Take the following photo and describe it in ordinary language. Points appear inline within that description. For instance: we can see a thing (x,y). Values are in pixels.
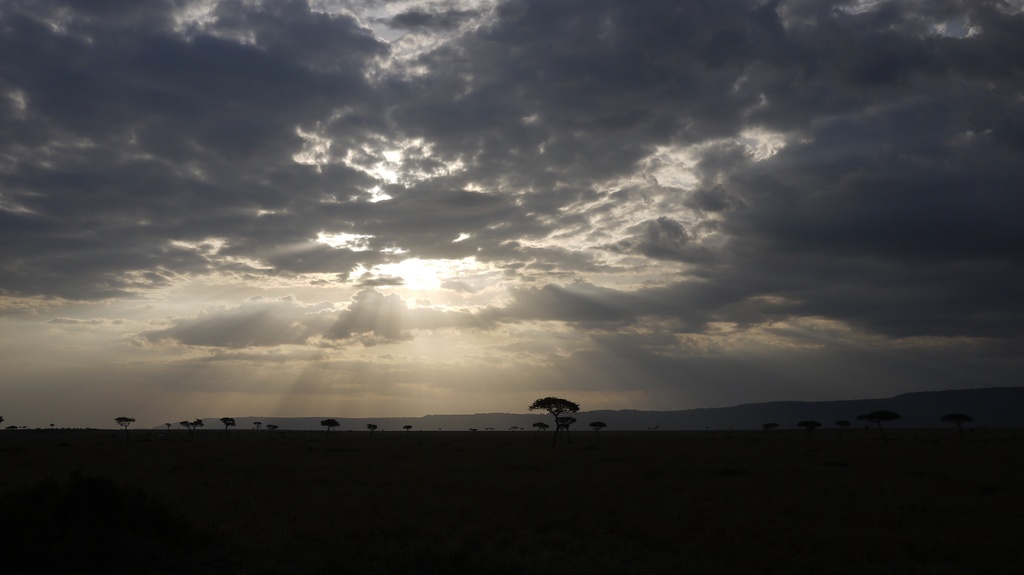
In this image we can see trees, hills (448,422), sky (442,339) and clouds (463,143).
